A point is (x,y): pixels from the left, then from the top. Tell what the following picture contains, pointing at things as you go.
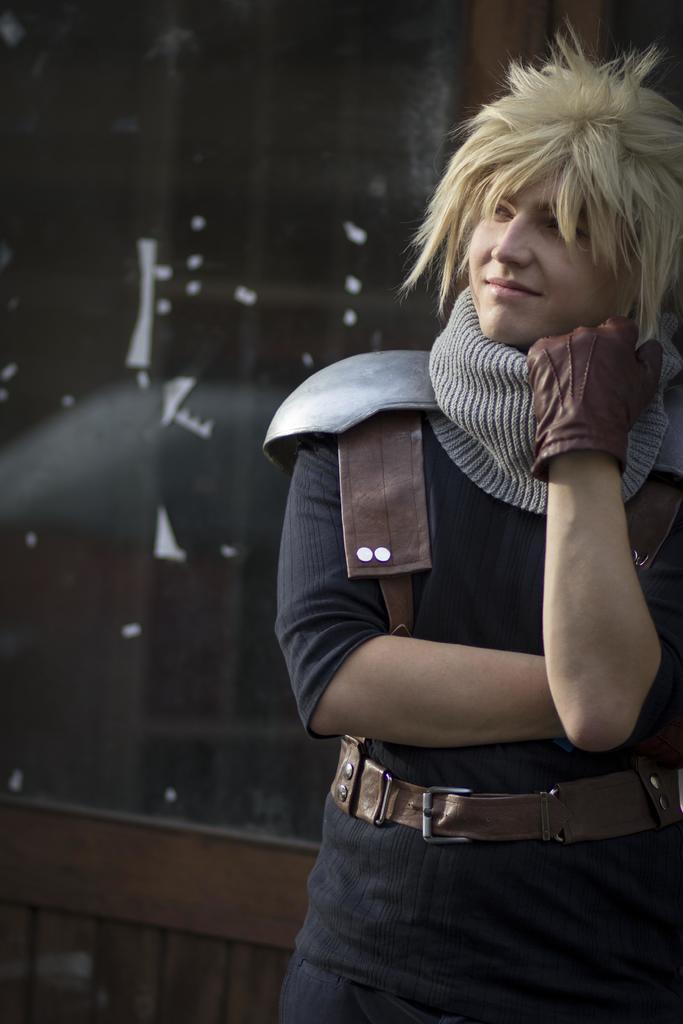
In this picture we can see a person (509,785) is standing and smiling in the front (526,482), this person (537,479) is wearing a glove (540,468) and a belt (520,809).
